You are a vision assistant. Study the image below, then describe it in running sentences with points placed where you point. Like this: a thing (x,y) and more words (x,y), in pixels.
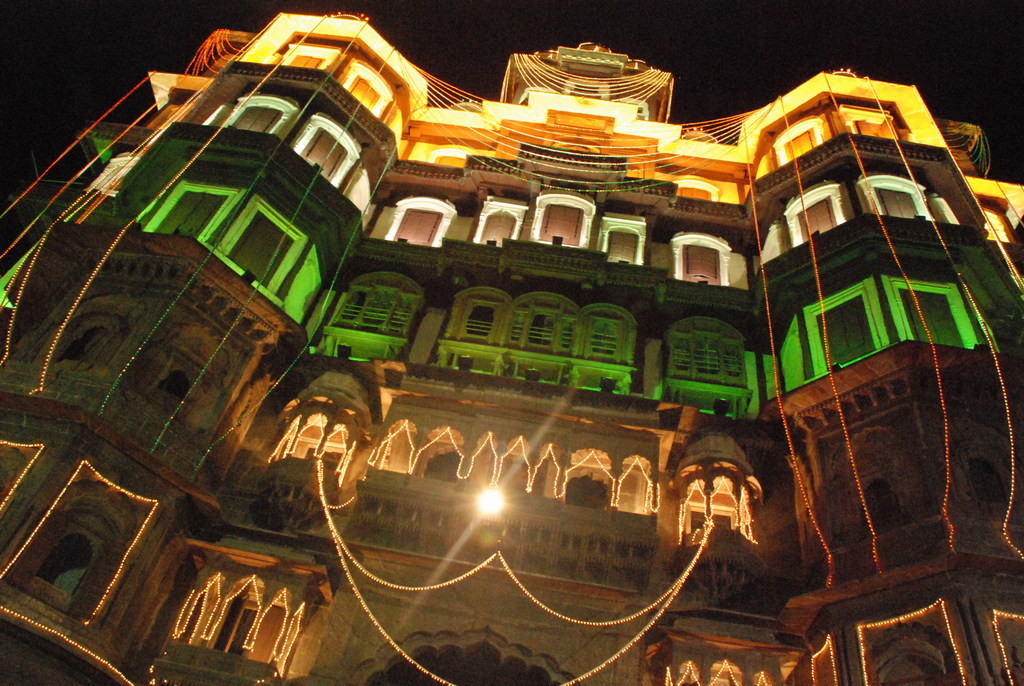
In the picture we can see a historical building (363,357) with full of lights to it and with some decoration lights (561,160) to it and behind it we can see a sky (903,36) which is dark.
